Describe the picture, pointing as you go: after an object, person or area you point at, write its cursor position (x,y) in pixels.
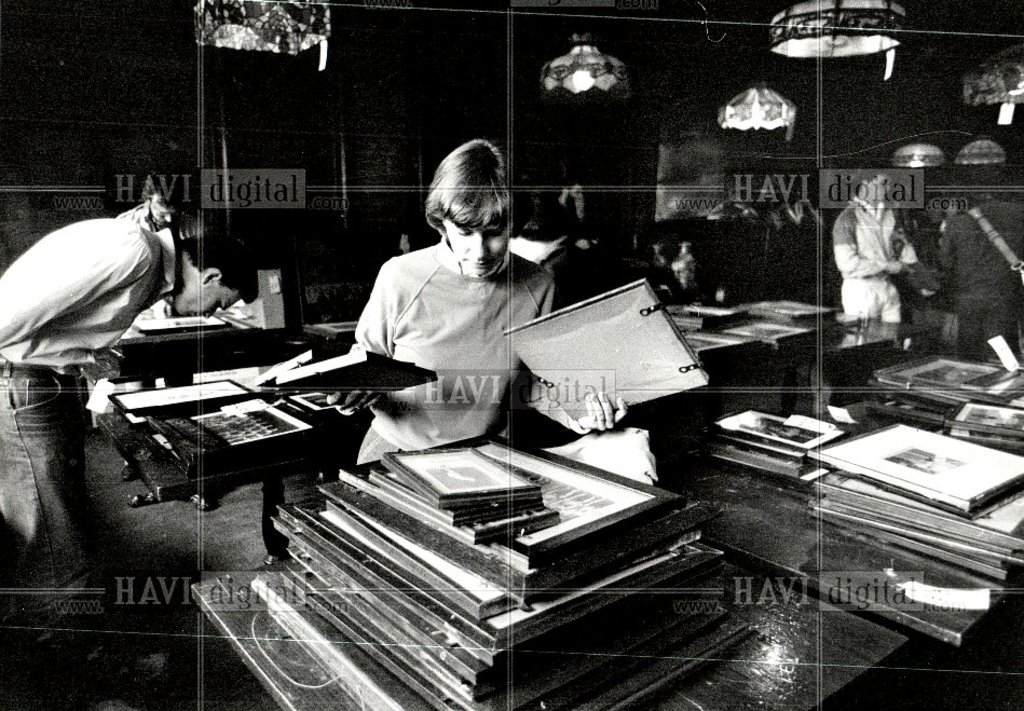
This is a black and white picture. Here we can see people (487,338), tables (779,554), frames (895,526), and lights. There is a dark background (554,149).
